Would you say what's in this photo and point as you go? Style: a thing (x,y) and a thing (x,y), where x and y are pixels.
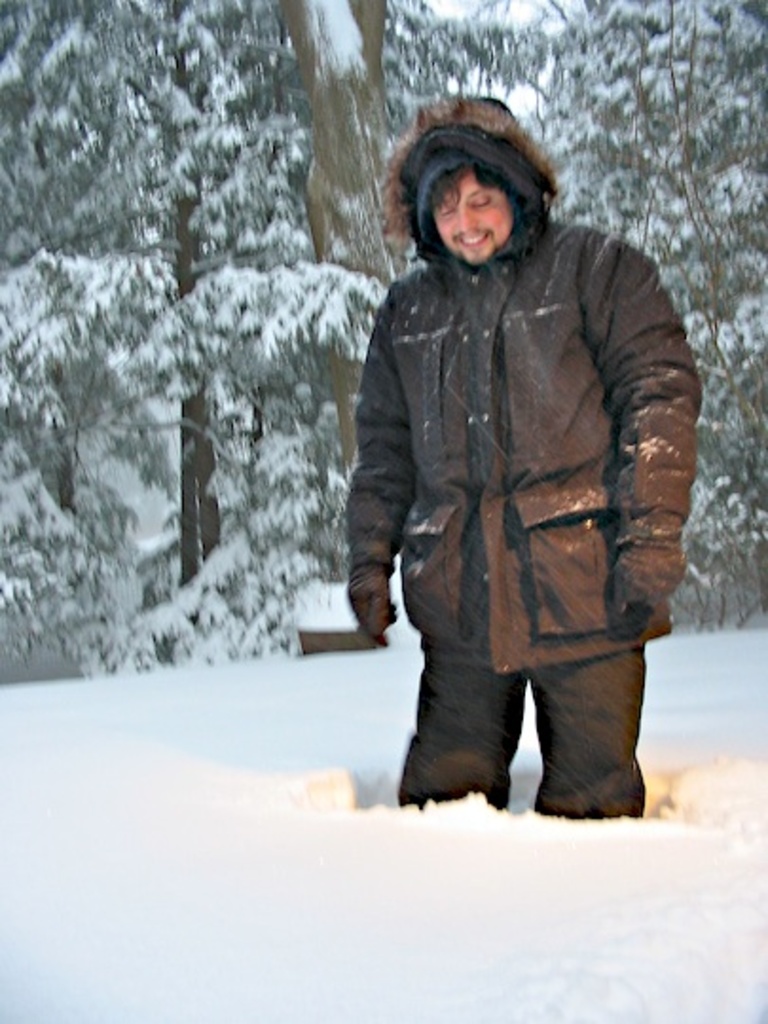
In the front of the image (640,489) I can see a person (638,805) and snow (361,826). In the background of the image (85,296) there are trees (115,440).
